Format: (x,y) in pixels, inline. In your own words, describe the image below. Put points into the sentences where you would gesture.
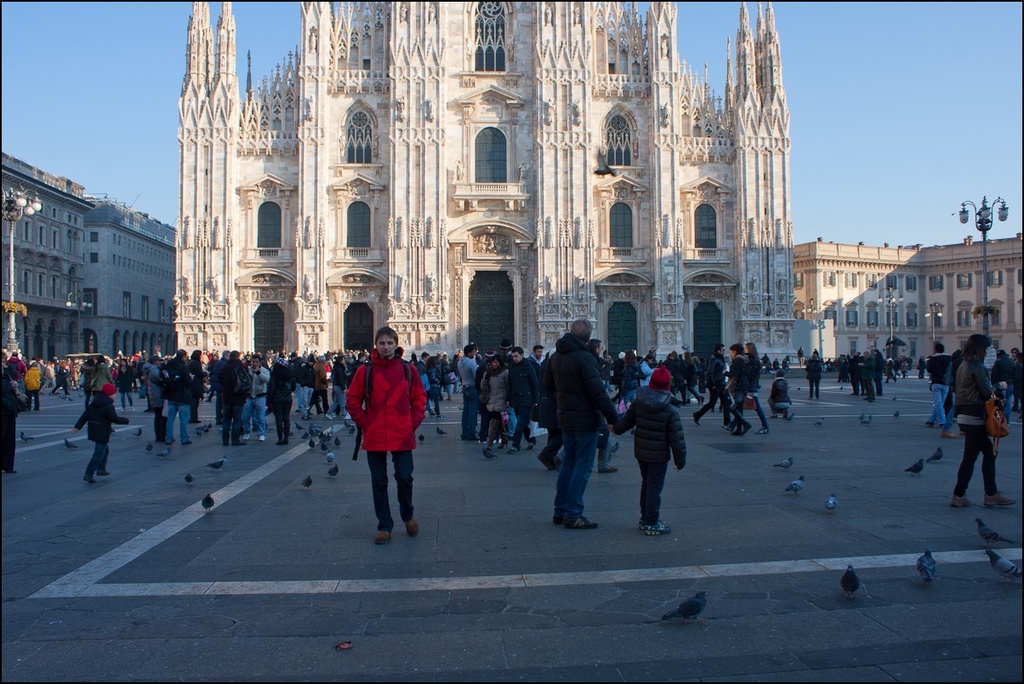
In this image at front (620,511) people (235,435) are standing on the road (690,434) and we can also see pigeons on the road (857,560). At the center of the image (568,278) there is a church (543,314). On both right and left side of the image (97,310) there are buildings (915,284), streetlights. At the background (918,109) there is sky (913,72).
